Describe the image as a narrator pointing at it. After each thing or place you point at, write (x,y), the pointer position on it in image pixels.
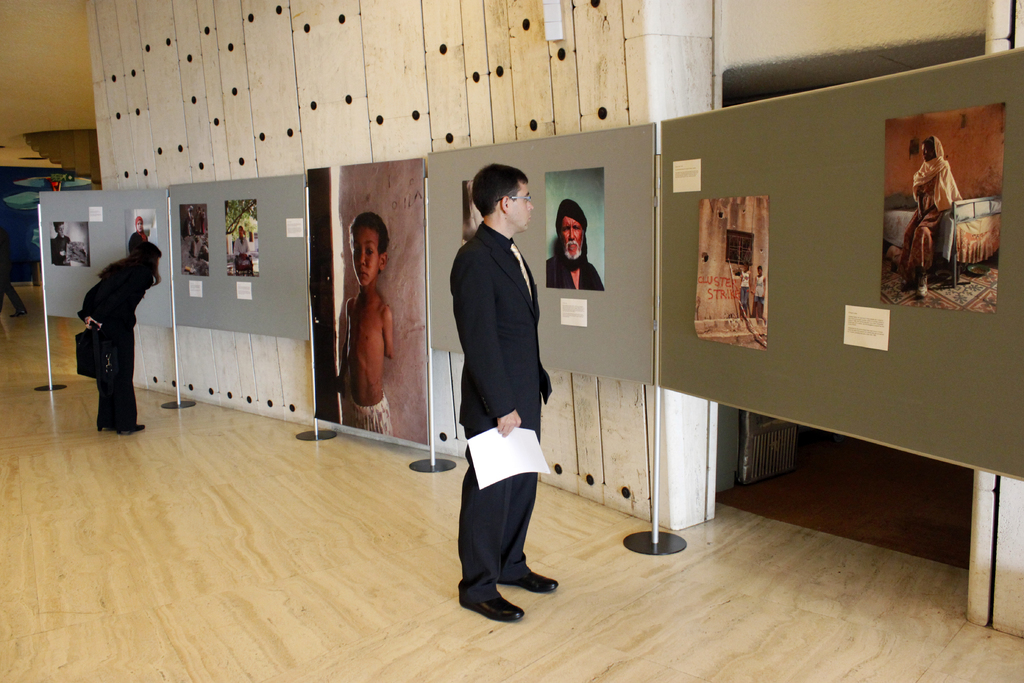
In this image I see 2 persons (490,390) who are wearing black dress (475,285) and I see that this person (464,417) is holding a white paper (484,433) and this person (104,281) is holding a bag (91,366) and I see many pictures (141,229) over here and I see the floor (221,519). In the background (439,436) I see the wall (93,31).
